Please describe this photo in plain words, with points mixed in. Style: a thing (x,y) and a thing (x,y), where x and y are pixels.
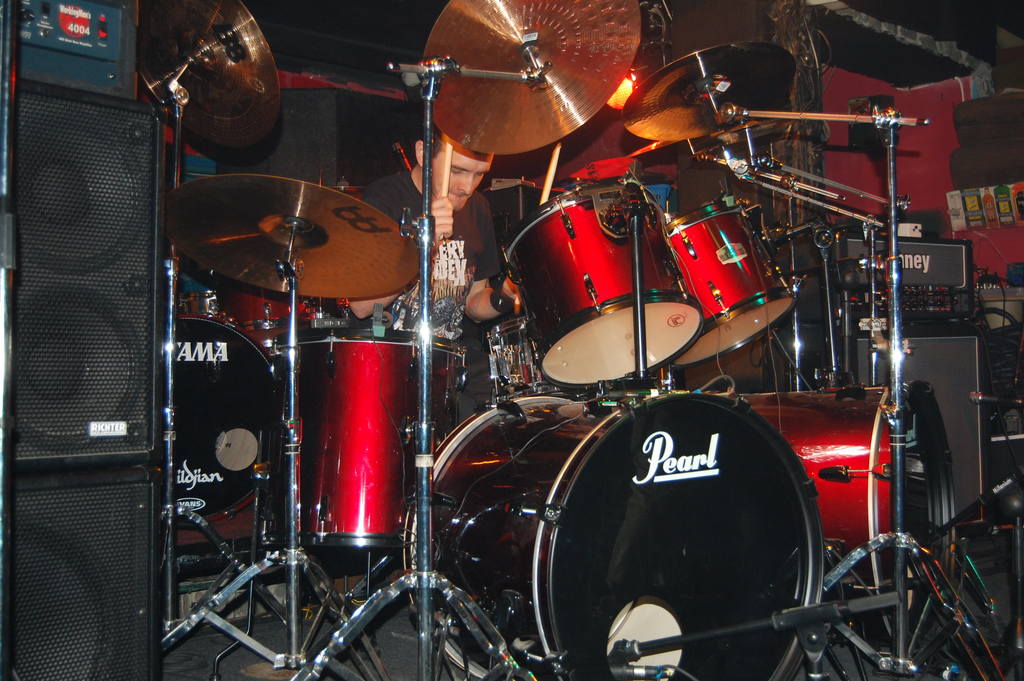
In this image I can see a man (474,218) and I can see he is holding two drumsticks (443,210). In the front of him I can see a drum set (550,410) and on the drum (575,517) I can see something is written. On the both sides of the image I can see few speakers (145,409). I can also see few things (1006,429) on the right side of the image (970,337).
